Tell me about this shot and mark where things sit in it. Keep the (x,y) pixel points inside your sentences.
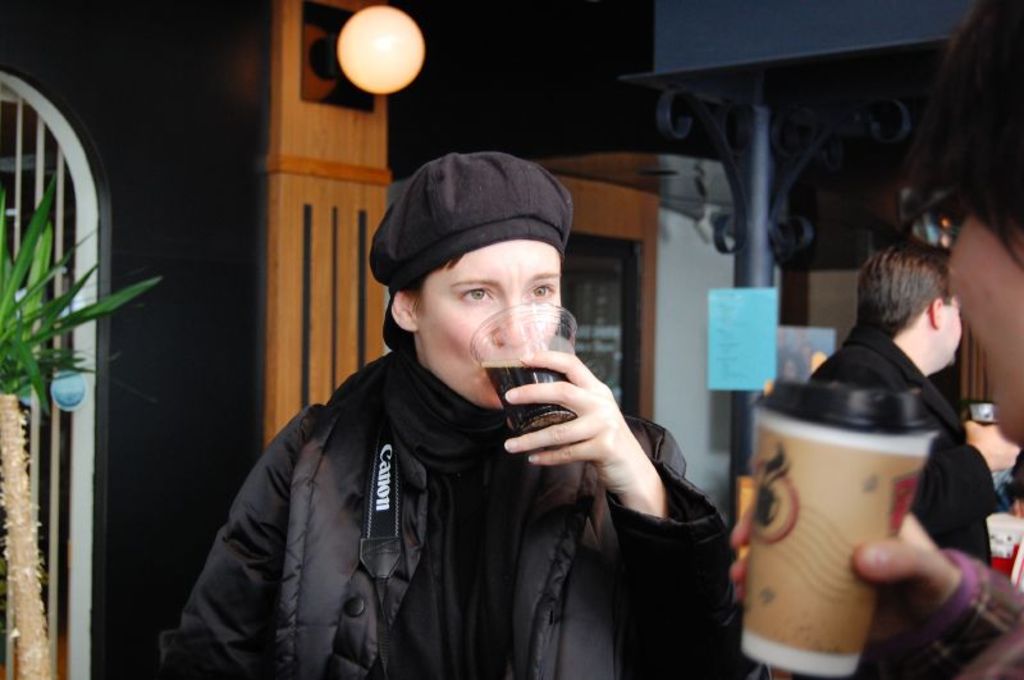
In this image there is a lady (482,429) drinking a drink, which is in her hand (578,391) in the glass (516,372), in front of her there is a person (995,635) holding something, on the other side of the image there is another person (929,477) holding something, above him there is a metal structure (756,264) and a paper (754,324) with some text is attached, beside that there is a wooden structure (278,291) with a light (391,64) on it. On the left side of the image (40,566) there is a plant (36,661). The background (119,458) is dark.
